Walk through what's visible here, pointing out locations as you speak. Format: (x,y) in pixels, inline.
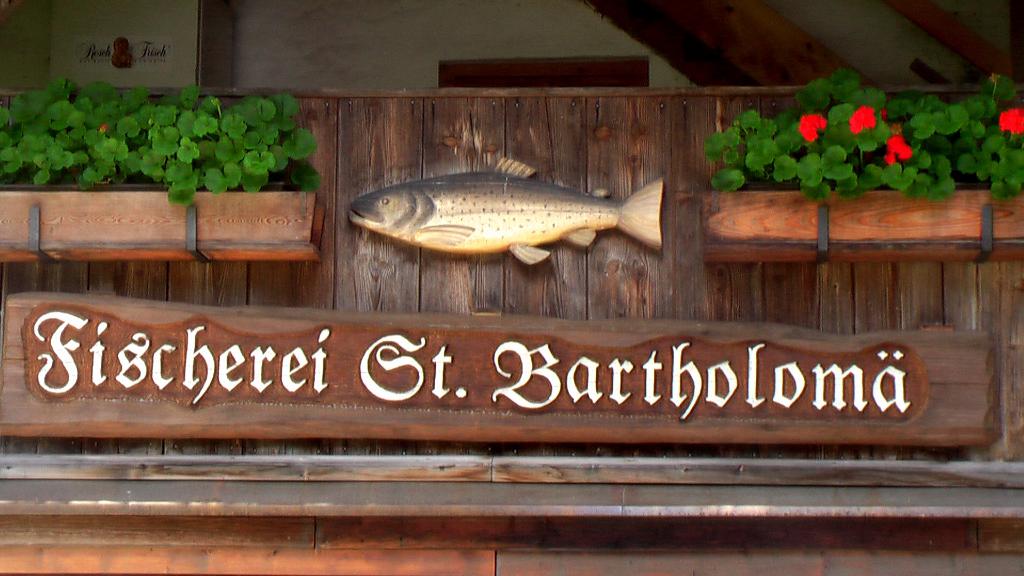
In this picture I can see wooden name plate (415,389). I can see wooden fish object (440,224). I can see the plants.
